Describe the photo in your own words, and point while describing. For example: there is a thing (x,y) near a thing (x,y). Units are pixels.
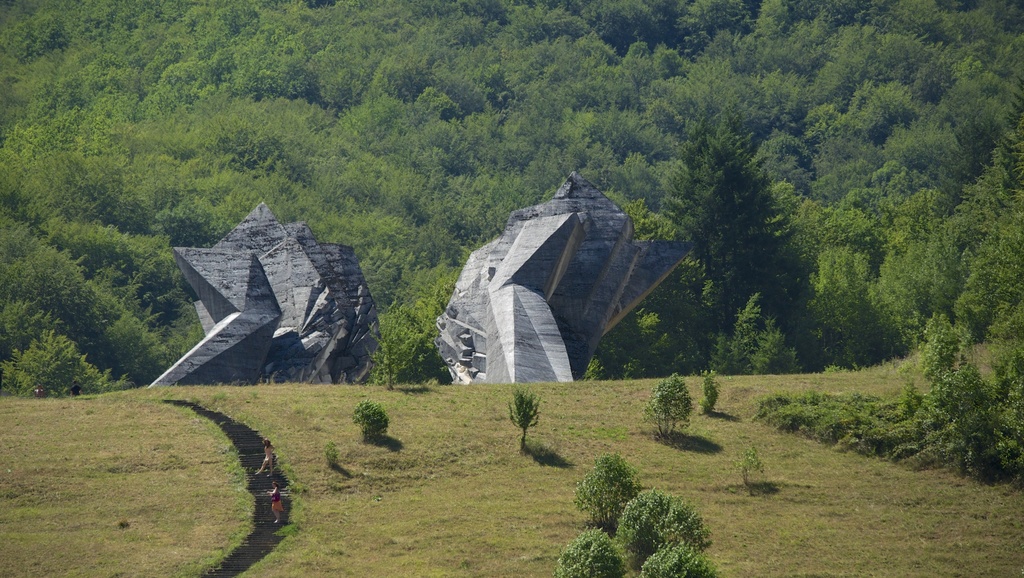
In this image I can see two persons (269,445) standing, background (684,281) I can see few huge carved rocks (209,253) and I can see the trees (452,84) in green color.
